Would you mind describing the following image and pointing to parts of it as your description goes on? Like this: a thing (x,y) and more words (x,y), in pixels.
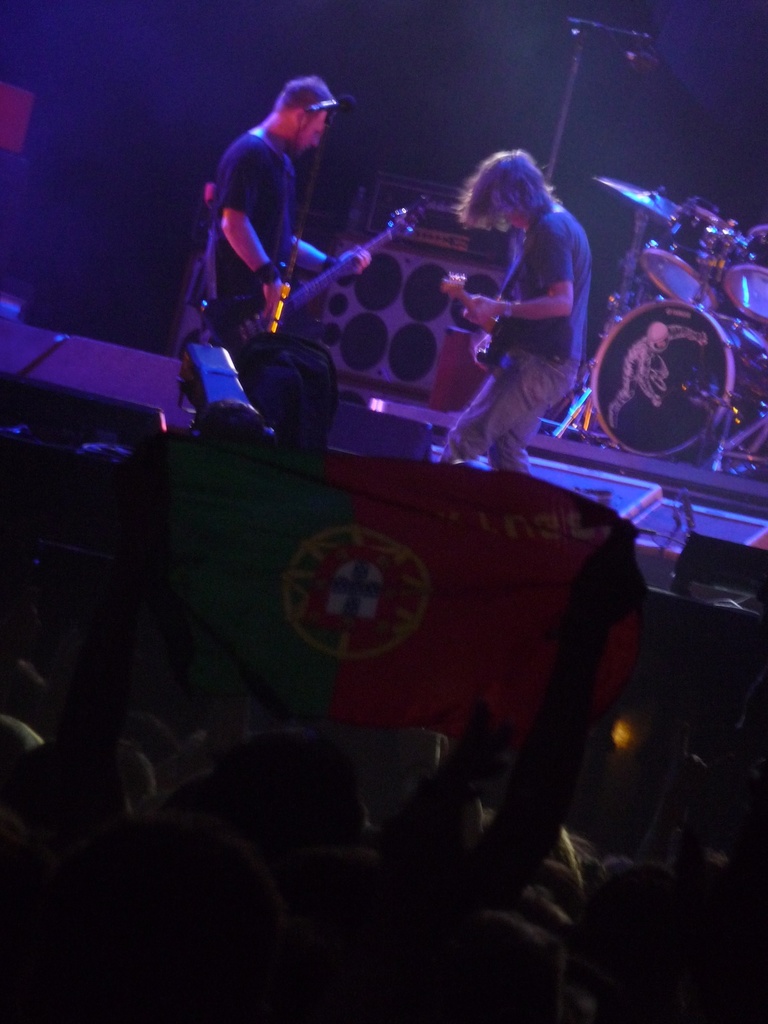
In this image at the bottom (261,796) there are a group of people (297,814) who are standing, and in the center (424,403) there is a stage (96,373). On the stage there are two persons (261,226) who are standing and they are playing guitars (230,320). On the right side (703,360) there are some drums (709,353), and in the background (431,194) there are some music systems (419,220) and lights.
